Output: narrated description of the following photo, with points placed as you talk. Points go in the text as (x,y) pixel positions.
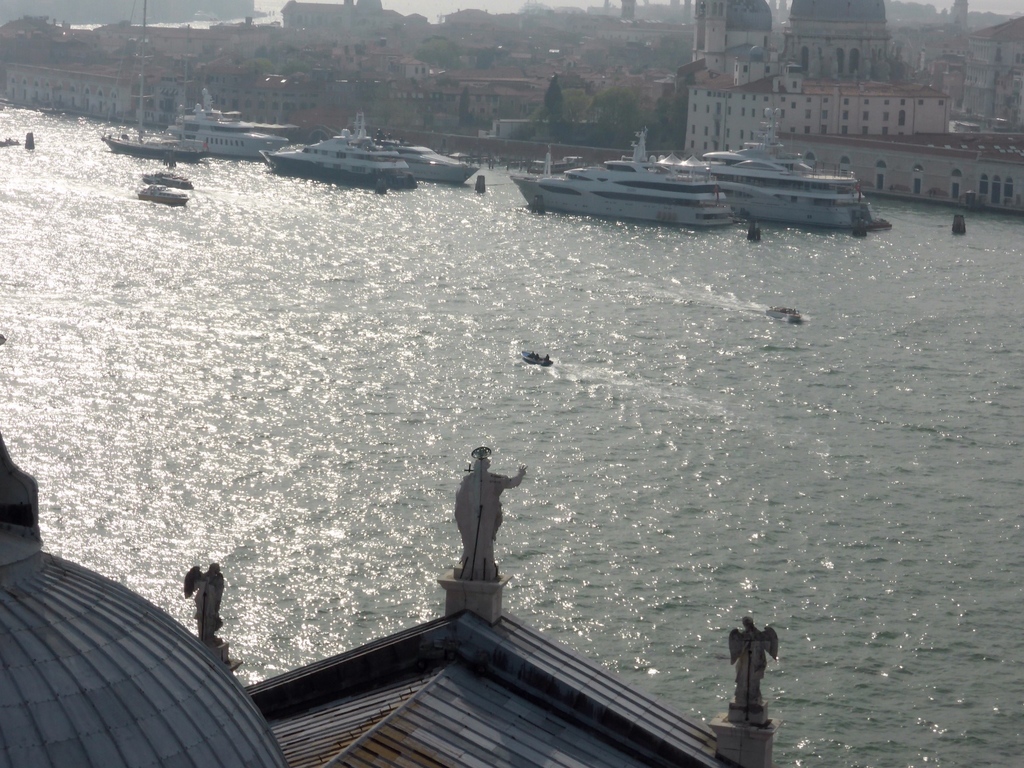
In the front of the image (468,537) there are statues (480,541). In the middle of the image (461,273) there is water (329,278), ships (395,174) and boats (168,177). In the background of the image (1011,185) there are buildings (1009,168) and trees (599,111).
